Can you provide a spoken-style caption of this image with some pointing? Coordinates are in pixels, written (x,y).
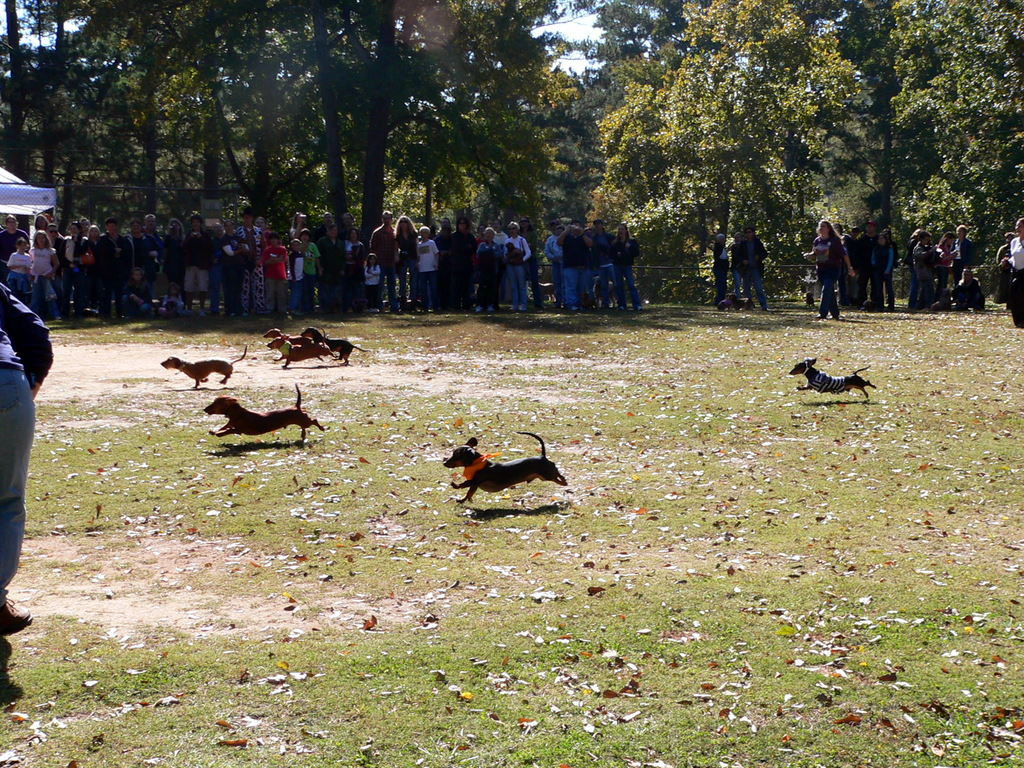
In this picture I can observe some dogs (204,363) running on the ground (462,383). There are some people (445,277) standing on the land (296,316). There are men (186,255) and women (472,261) in this picture. In the background (404,119) there are trees (459,117).
